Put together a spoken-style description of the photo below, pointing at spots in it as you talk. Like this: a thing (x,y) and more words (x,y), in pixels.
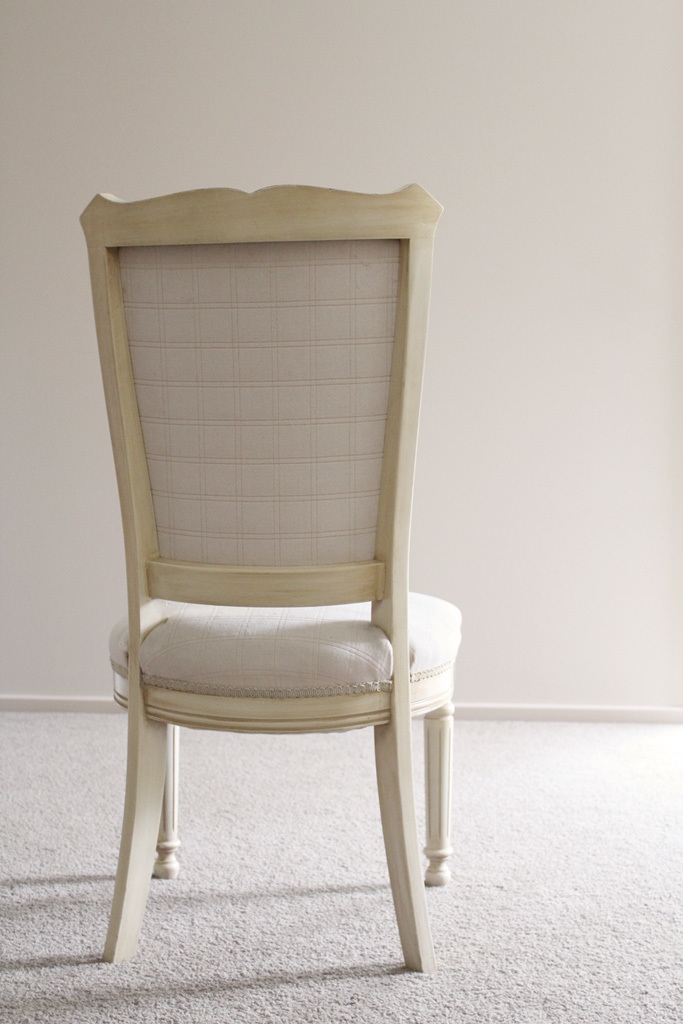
Here we can see chair (382,547) on surface (430,890). Background (511,77) we can see wall (591,523).
